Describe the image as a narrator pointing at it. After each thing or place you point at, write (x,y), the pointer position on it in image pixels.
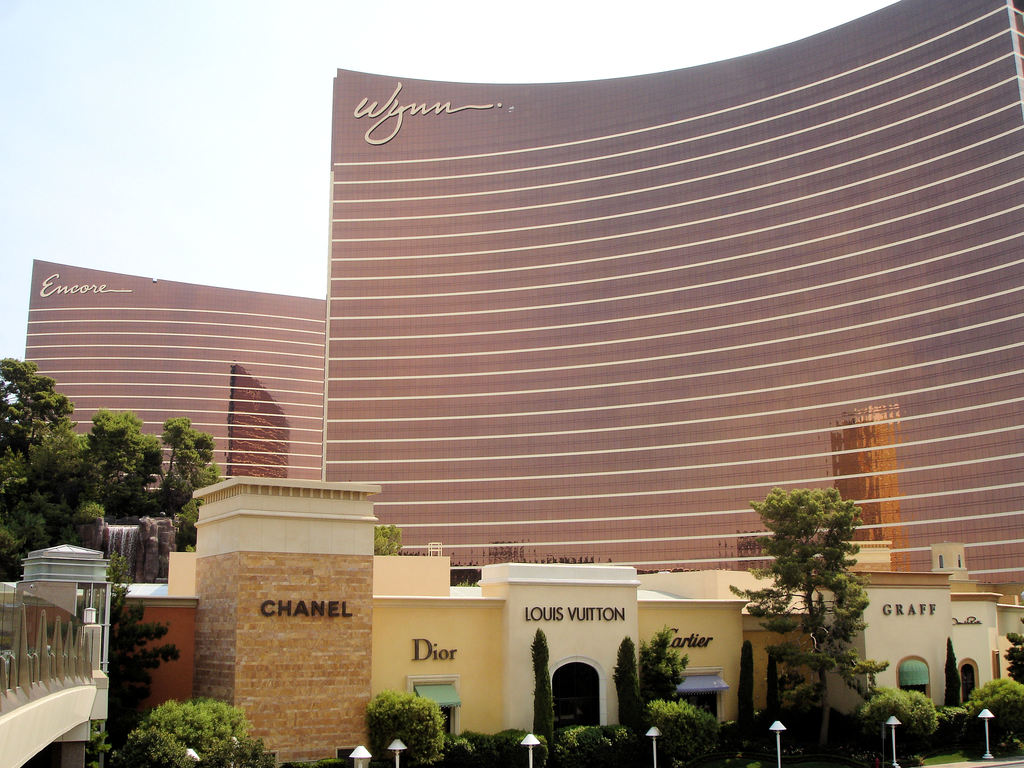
In this picture there are plants (937,715) at the bottom side of the image (949,723) and there are building blocks (350,517) in the center of the image (358,496), there are huge buildings (532,314) in the background area of the image (86,391) and there are trees (169,474) on the left side of the image (154,464).
